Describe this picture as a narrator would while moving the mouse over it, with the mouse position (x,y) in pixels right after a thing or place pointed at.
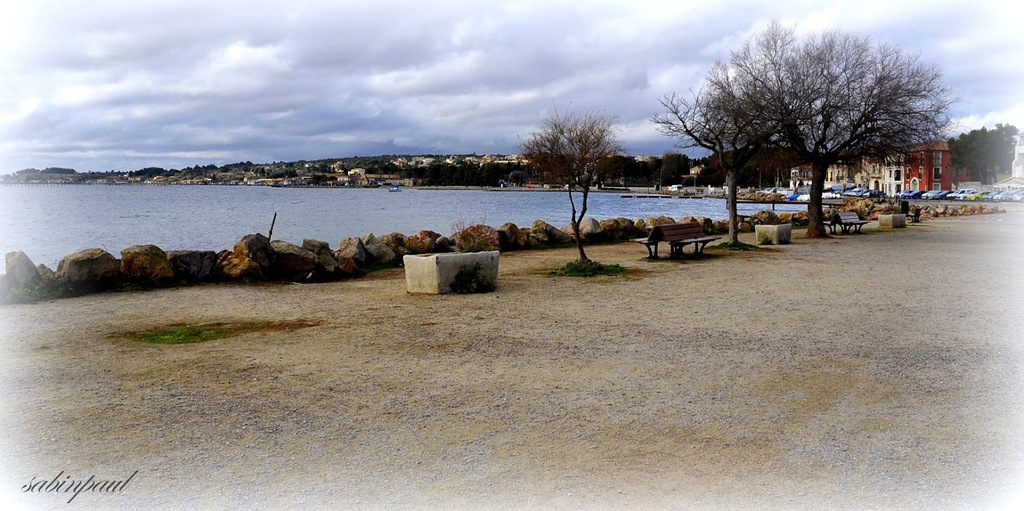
In this image, we can see some benches (917,211), there are some trees (974,136), there are some buildings (921,155), we can see water (366,220), at the top (314,85) we can see the sky (373,18).
